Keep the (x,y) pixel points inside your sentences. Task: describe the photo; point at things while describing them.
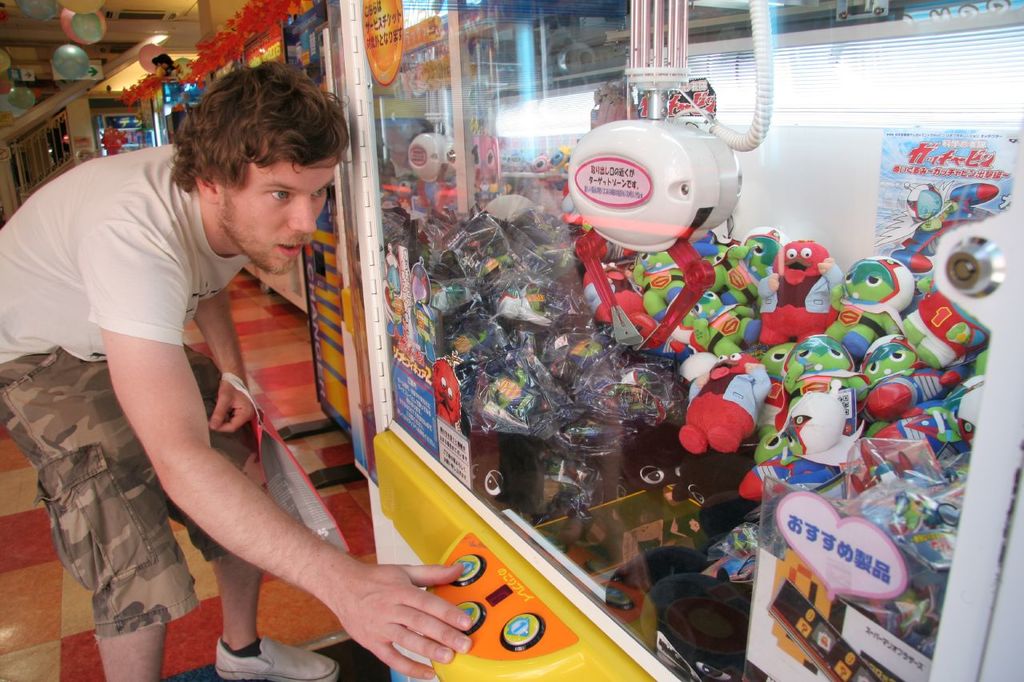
In this image we can see a person (182,458) holding a bag (263,429). Also there is a box (489,632) with buttons (530,622). Inside the box (518,614) there are many dolls (722,383). On the ceiling (56,1) there are balloons (59,65). In the back (206,47) there are some decorations (158,56).
